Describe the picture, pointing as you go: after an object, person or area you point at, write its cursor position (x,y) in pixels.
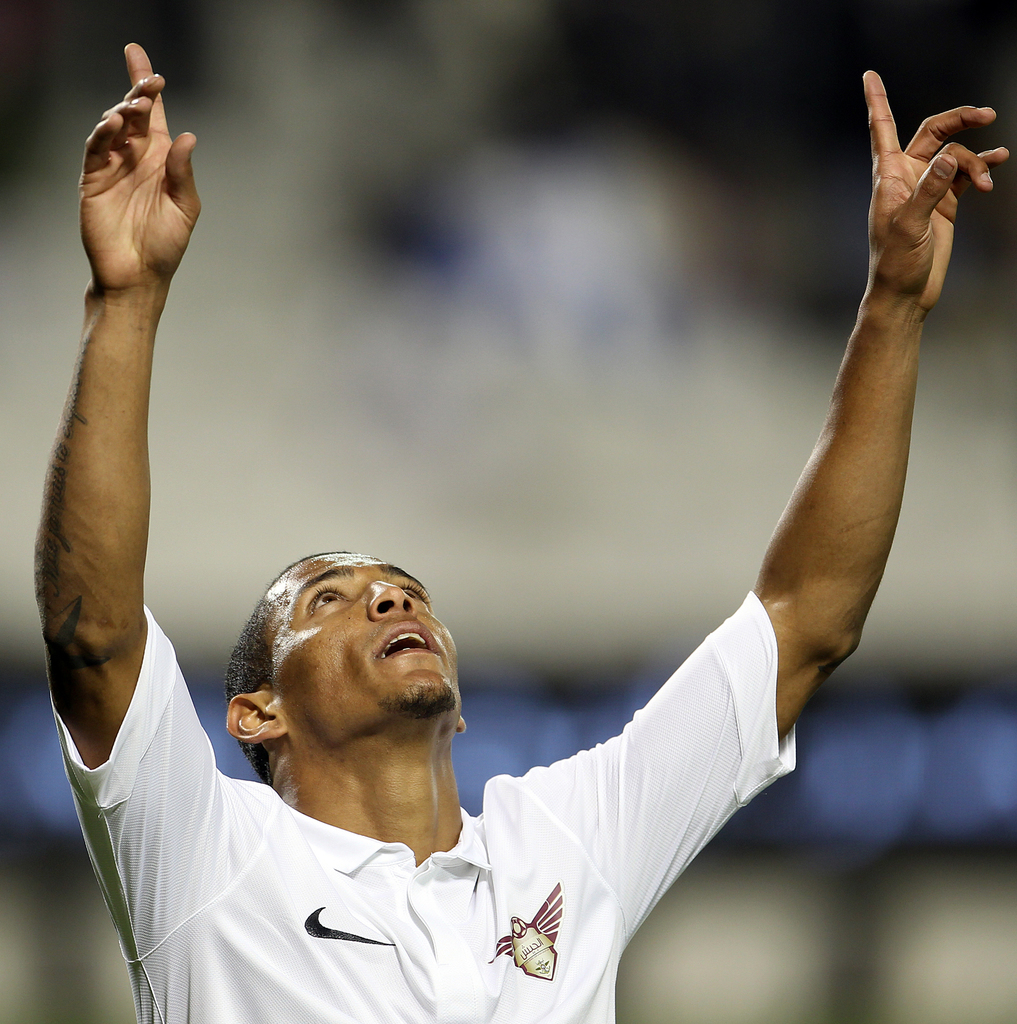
In this image in the foreground (204,779) there is one person (175,722) and he raised his hands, and there is blurred background (903,700).
